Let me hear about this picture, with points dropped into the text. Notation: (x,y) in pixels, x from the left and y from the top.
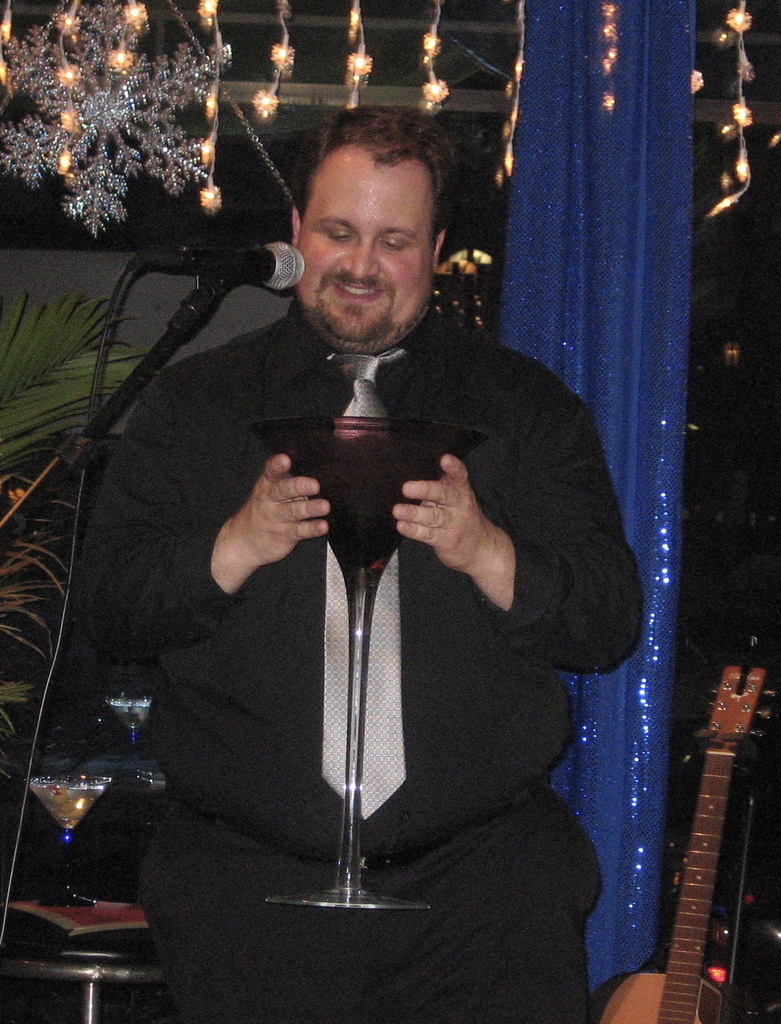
In this image I can see a person (403,534) holding a big glass (367,521) and he is in-front of the mic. There is a guitar (711,865) at the side of him. At the back (580,183) there is a blue curtain (580,183), plant (53,398) and the lights (275,58).
